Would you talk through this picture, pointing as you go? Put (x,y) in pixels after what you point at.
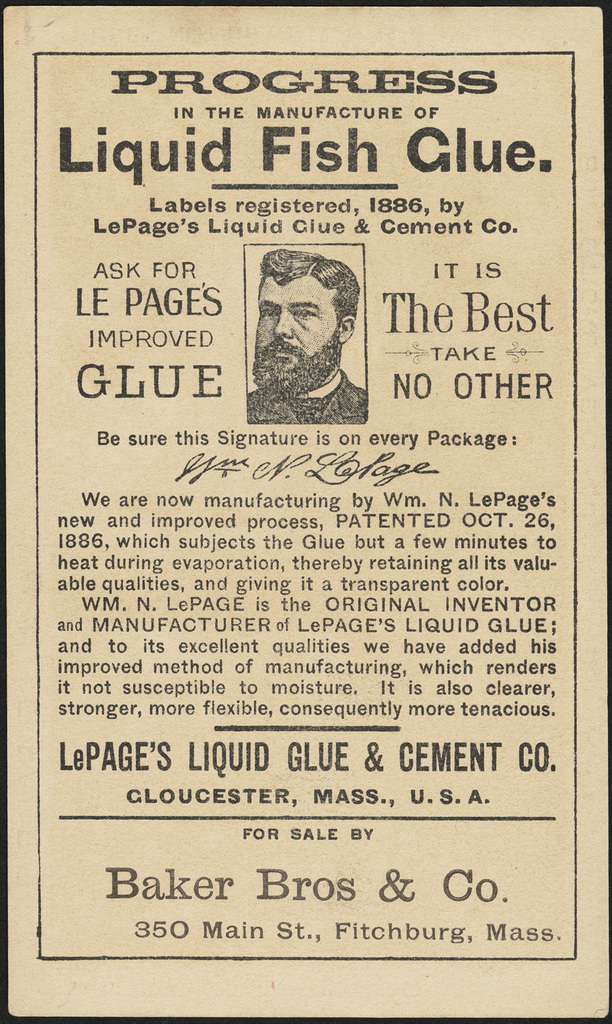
In this image there is a poster (74,330) with persons image (255,420) and note (371,542) around it.
